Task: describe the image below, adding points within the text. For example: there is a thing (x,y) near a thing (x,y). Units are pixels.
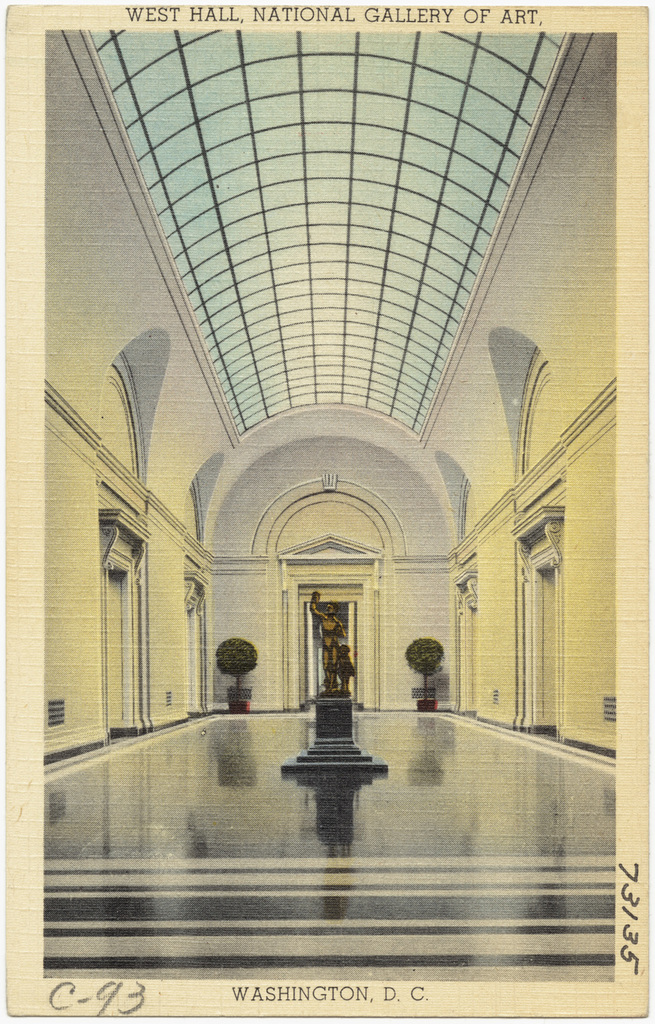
This image is a poster. In the center of the image (318,594) there is a statue (318,594). To the both sides of the image there is wall (517,476). At the top of the image (301,249) there is ceiling (285,289) with glass (370,295). At the bottom of the image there is text (337,990).
